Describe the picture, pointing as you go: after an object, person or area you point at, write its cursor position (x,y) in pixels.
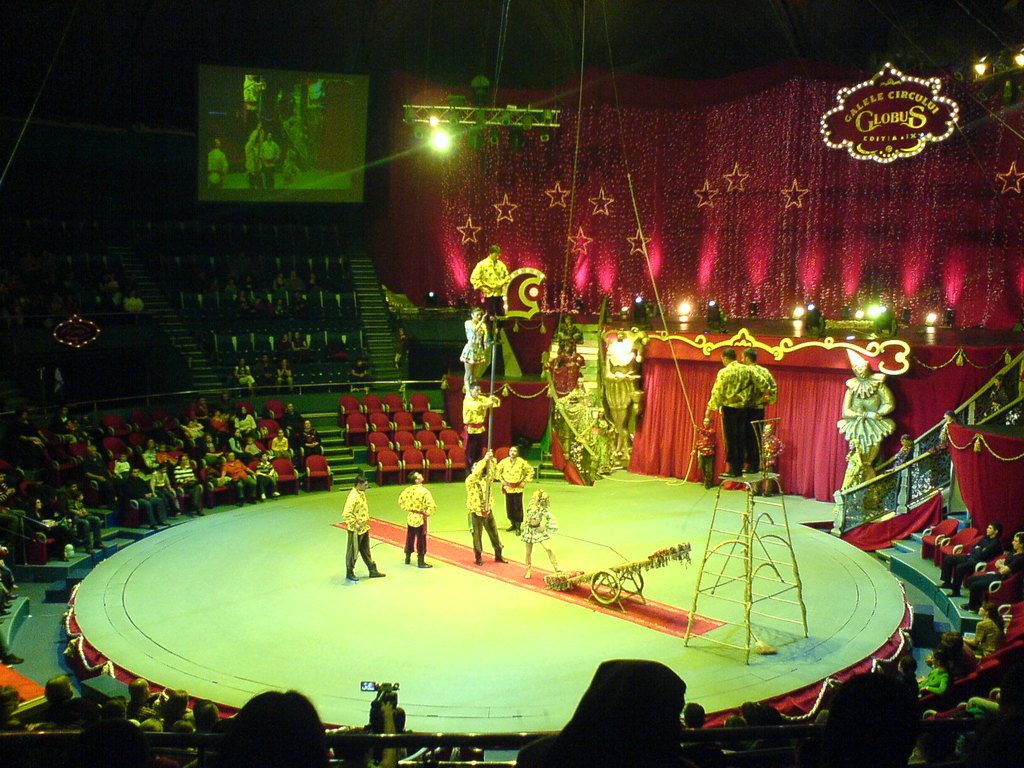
In this picture I can see few people (480,430) are performing the circus in the middle (537,508), on the left side (169,458) few persons (180,465) are sitting on the chairs (209,467) and watching this circus, at the top (308,179) I can see an electronic display (293,153). On the right side (811,323) there are lights (647,313) and dolls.
